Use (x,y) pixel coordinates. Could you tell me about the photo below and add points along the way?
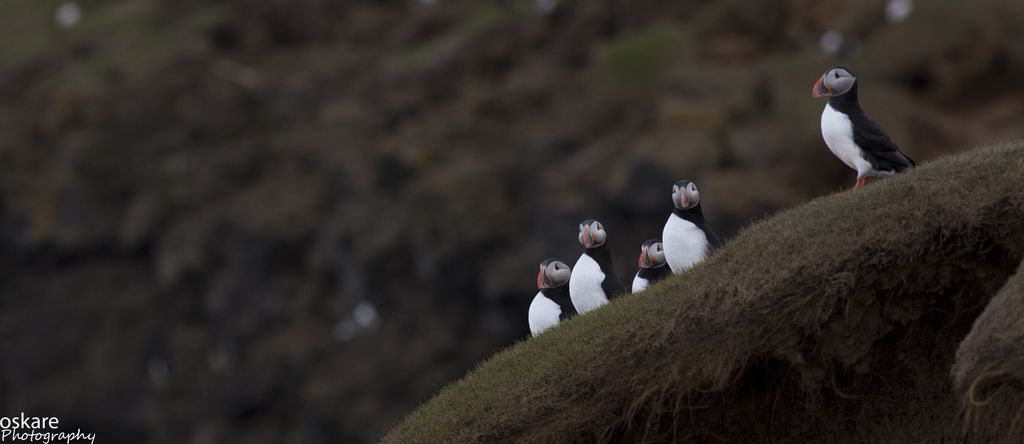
In this image on the right side (971,187) there is grass (898,221), and on the grass (882,191) there are some birds (671,227) and there is a blurry background (971,45).
